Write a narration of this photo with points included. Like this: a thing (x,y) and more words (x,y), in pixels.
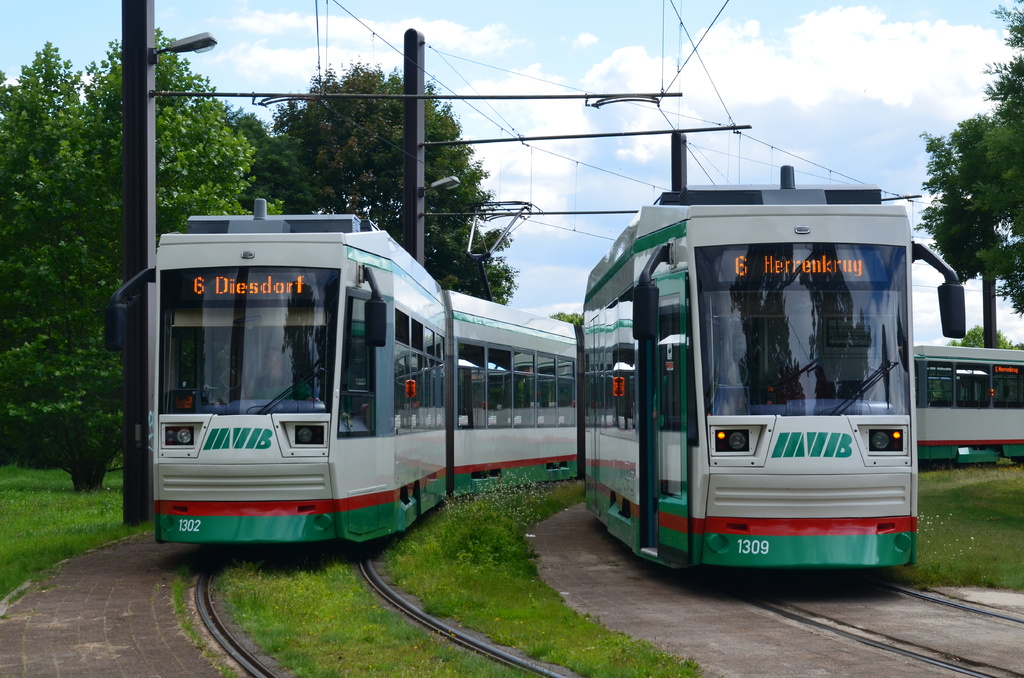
In this picture we can see two trains (744,445) on railway tracks (957,669), grass (379,676), poles (130,355), wires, trees (454,148) and in the background (617,149) we can see the sky (725,171) with clouds (831,67).
